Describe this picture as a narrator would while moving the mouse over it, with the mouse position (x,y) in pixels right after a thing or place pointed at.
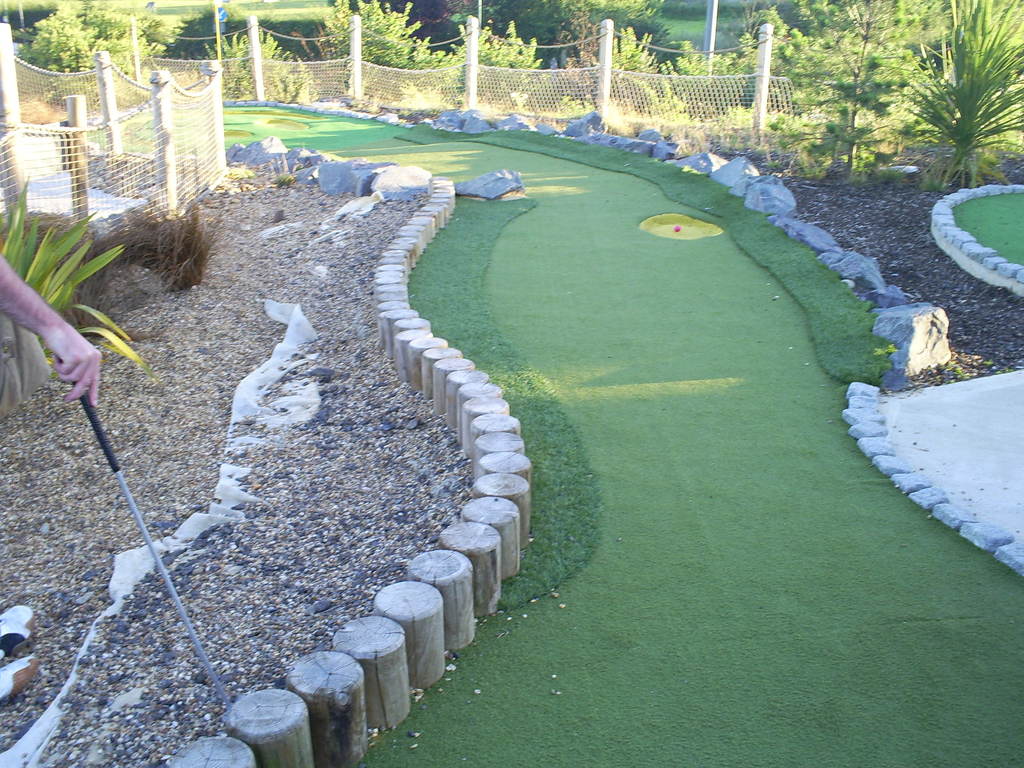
In this image I can see a person (84,343) standing and holding a stick (111,464). In front (684,503) I can see net fencing (134,157), plants (63,265) in green color, few poles (111,88), stones (907,305) and the grass (541,348) is in green color.
